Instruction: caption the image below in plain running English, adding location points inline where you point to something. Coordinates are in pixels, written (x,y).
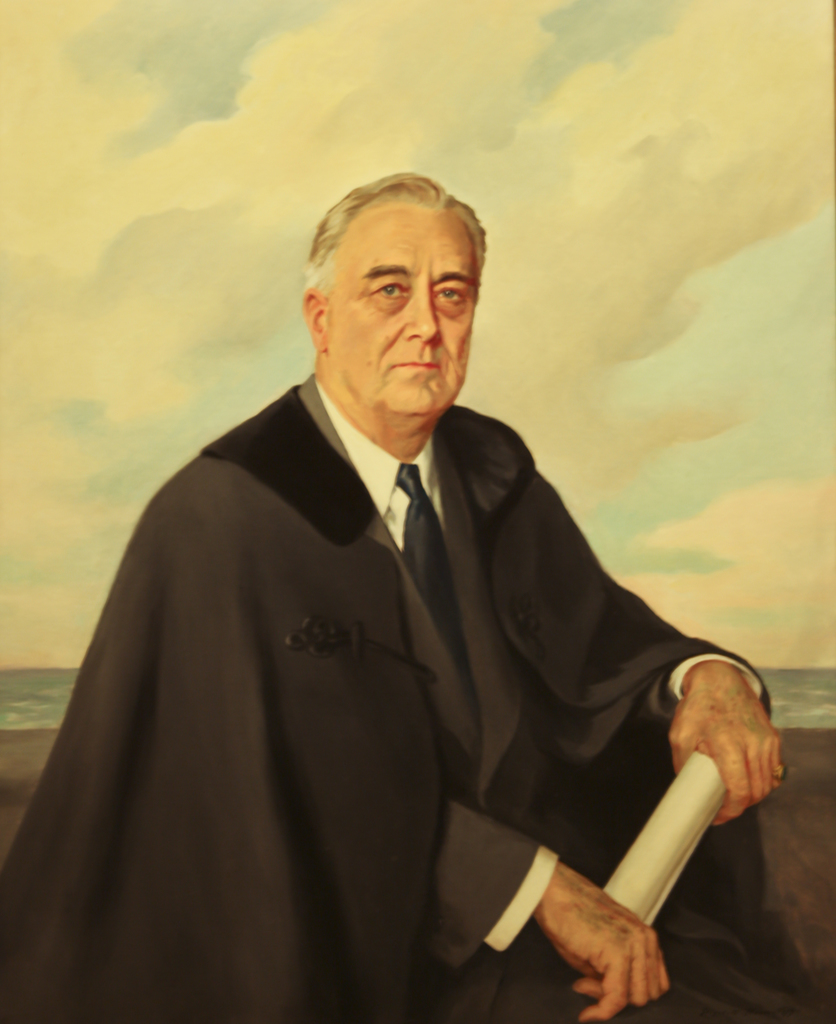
In this image we can see a painting (412,649) of a person (512,782), and he is holding a paper (696,816).
